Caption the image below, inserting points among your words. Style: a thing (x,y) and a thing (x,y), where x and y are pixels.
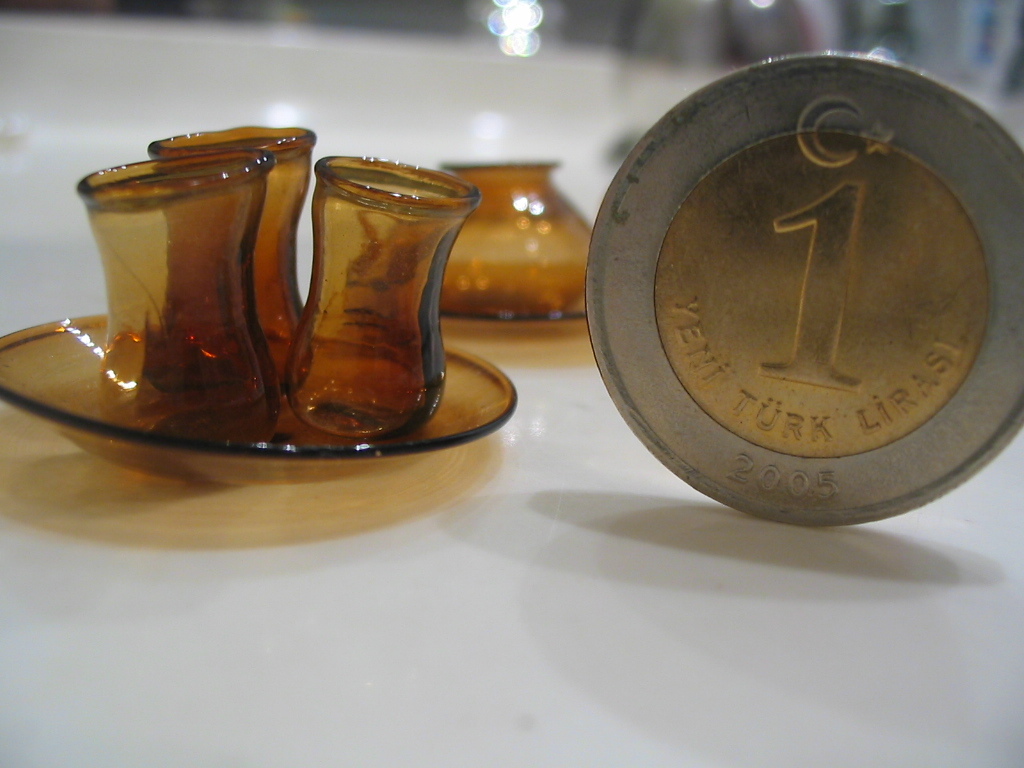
In this image there is a coin (867,273) on the ground (520,600), there are glasses (259,280), there is a saucer (483,408) on the ground (462,447), the background of the image (192,91) is blurred.
